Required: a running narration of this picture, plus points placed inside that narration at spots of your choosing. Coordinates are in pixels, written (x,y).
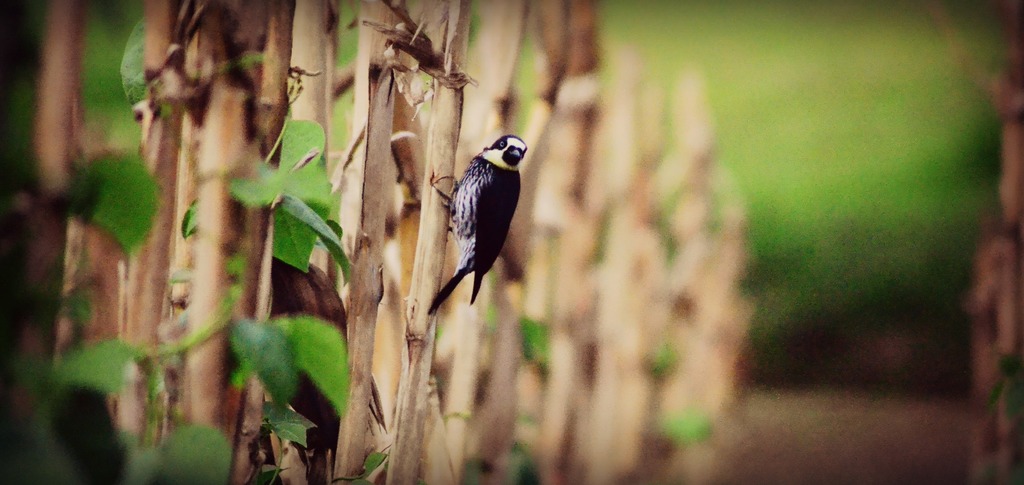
There is a bird (487,175) in black and white color combination standing on the branch (454,36) of a tree (393,358) which is having green color leaves (298,128). And the background (802,468) is blurred.
